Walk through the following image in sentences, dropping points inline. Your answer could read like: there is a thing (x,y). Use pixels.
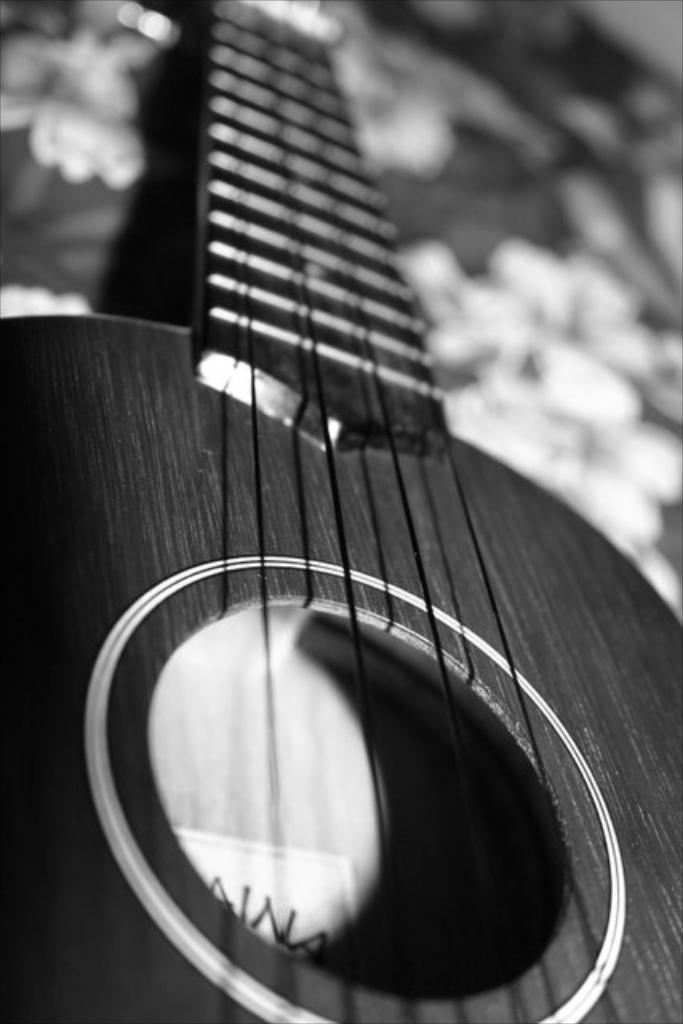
This is the image of the musical instrument (352,539).
